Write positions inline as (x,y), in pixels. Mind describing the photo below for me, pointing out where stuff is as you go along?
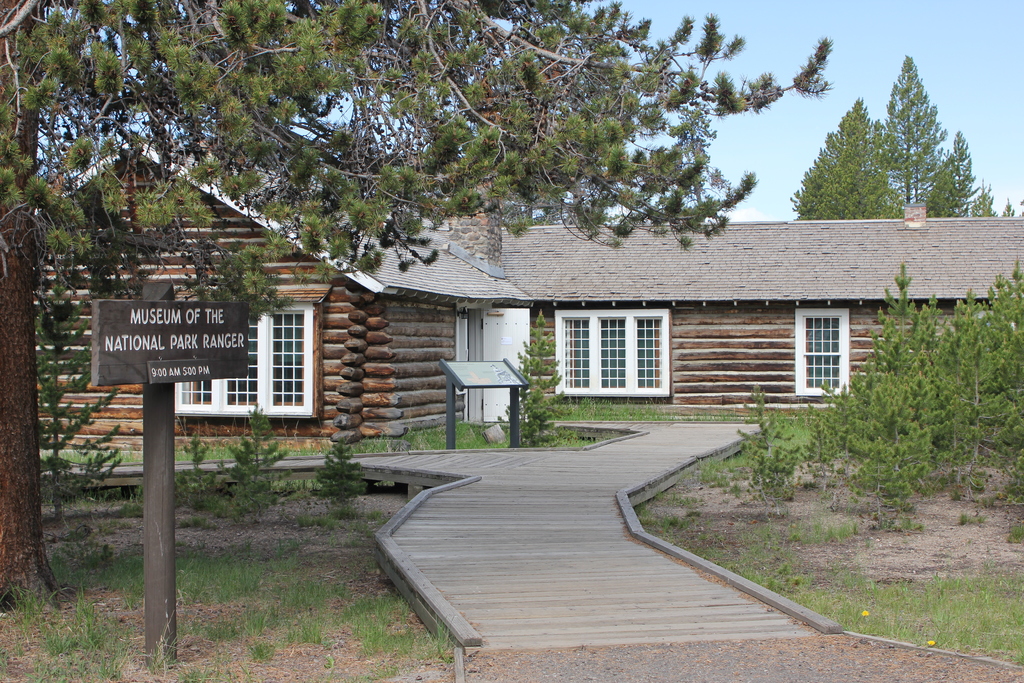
This is an outside view. At the bottom (518,592) there is a boardwalk (545,563). On the both sides of it I can see the grass (788,559) and plants (858,495). In the middle of the image (407,373) there is a building (449,305). On the left side (165,494) there is a pole (159,516) to which a board (170,354) is attached. On the board (202,341), I can see some text (190,326). On the right (962,192) and left side of the image (54,245) there are some trees (53,311). At the top of the image (896,38) I can see the sky (877,30).
